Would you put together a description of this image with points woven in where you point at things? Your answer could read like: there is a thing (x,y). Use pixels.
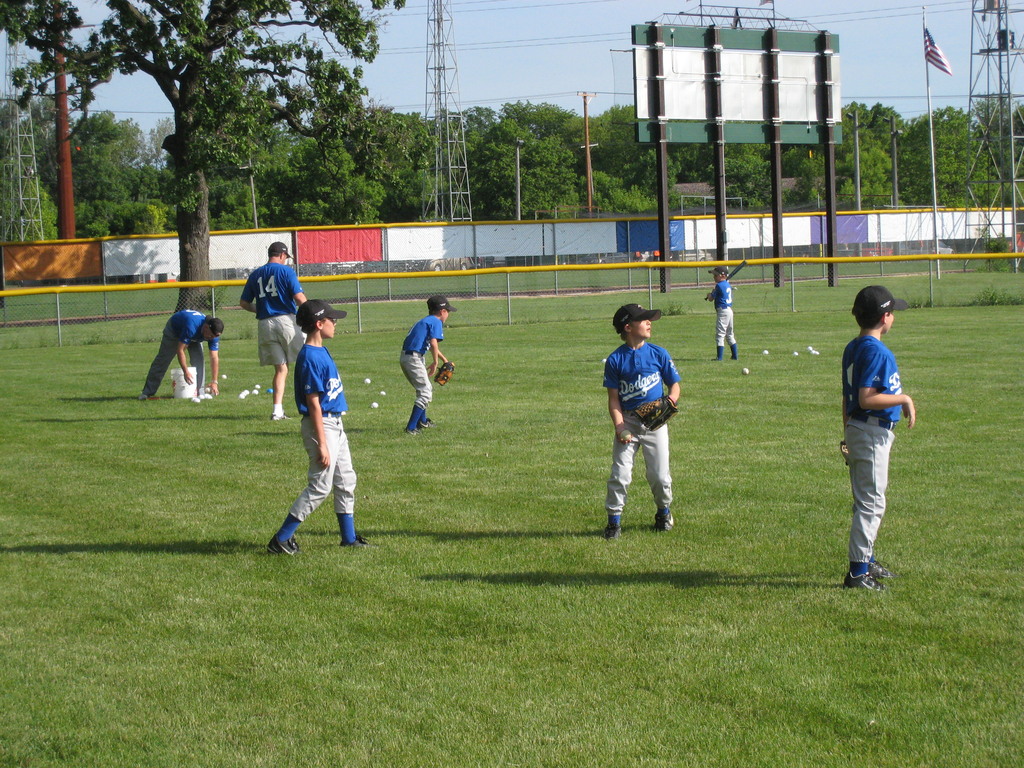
In this image we can see few children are playing a game and two persons (258,322) are there in the ground (104,418) and in the background (556,162) we can see few trees (1006,144). we can see fencing (972,274) around the ground (199,482).
